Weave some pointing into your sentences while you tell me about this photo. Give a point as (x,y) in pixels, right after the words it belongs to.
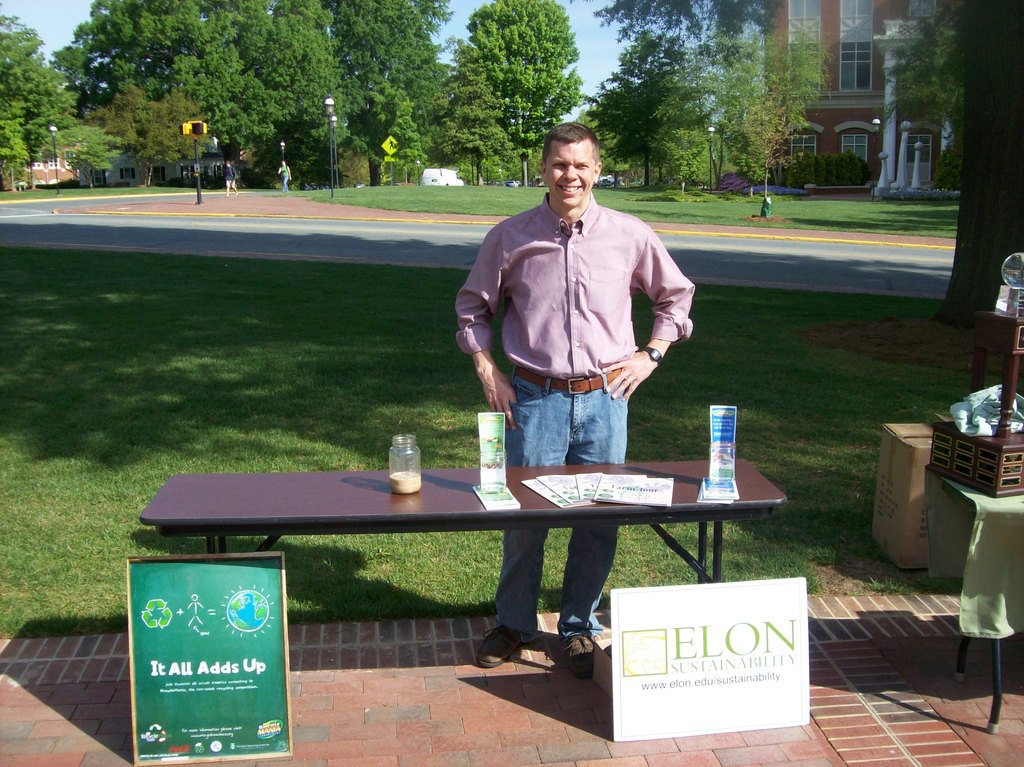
In this image we can see a person (586,357) standing. In front of the person (623,356) we can see few objects (497,426) on a table (367,485) and a few objects (673,714) on the ground (909,675). Behind the person (611,338) we can see grass (363,277), plants (952,175), poles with lights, persons (284,188), group of trees (277,162) and buildings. On the right side (1012,556), we can see few objects (1001,449). At the top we can see the sky (610,40).
